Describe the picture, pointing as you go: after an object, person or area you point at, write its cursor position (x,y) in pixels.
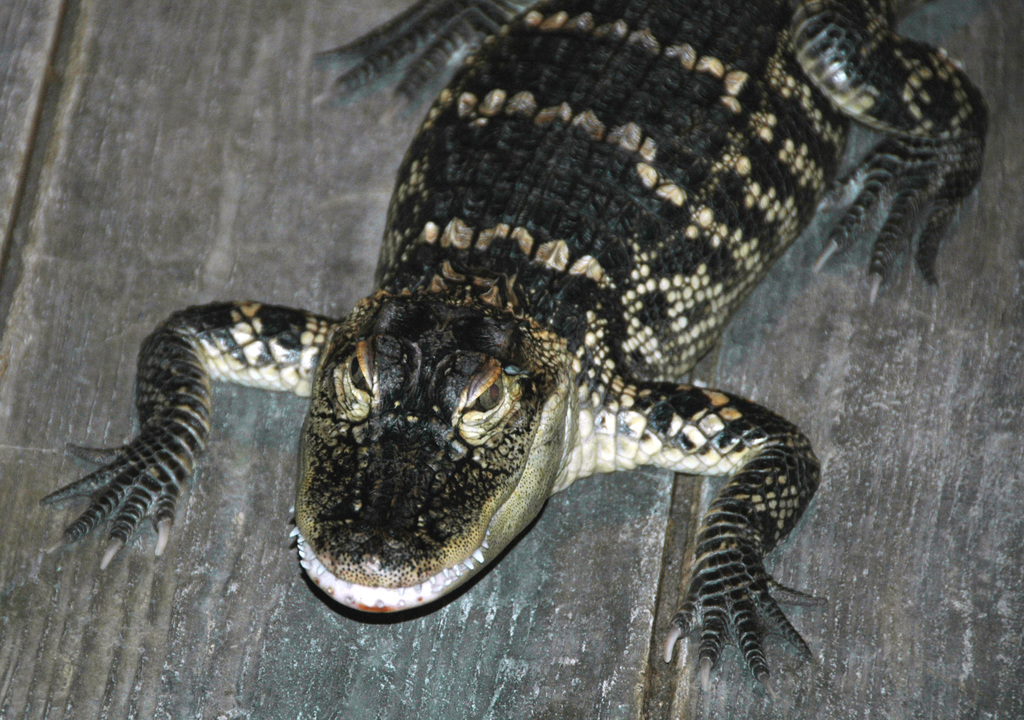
In the picture I can see an animal (729,603) on the wooden surface (179,616).
